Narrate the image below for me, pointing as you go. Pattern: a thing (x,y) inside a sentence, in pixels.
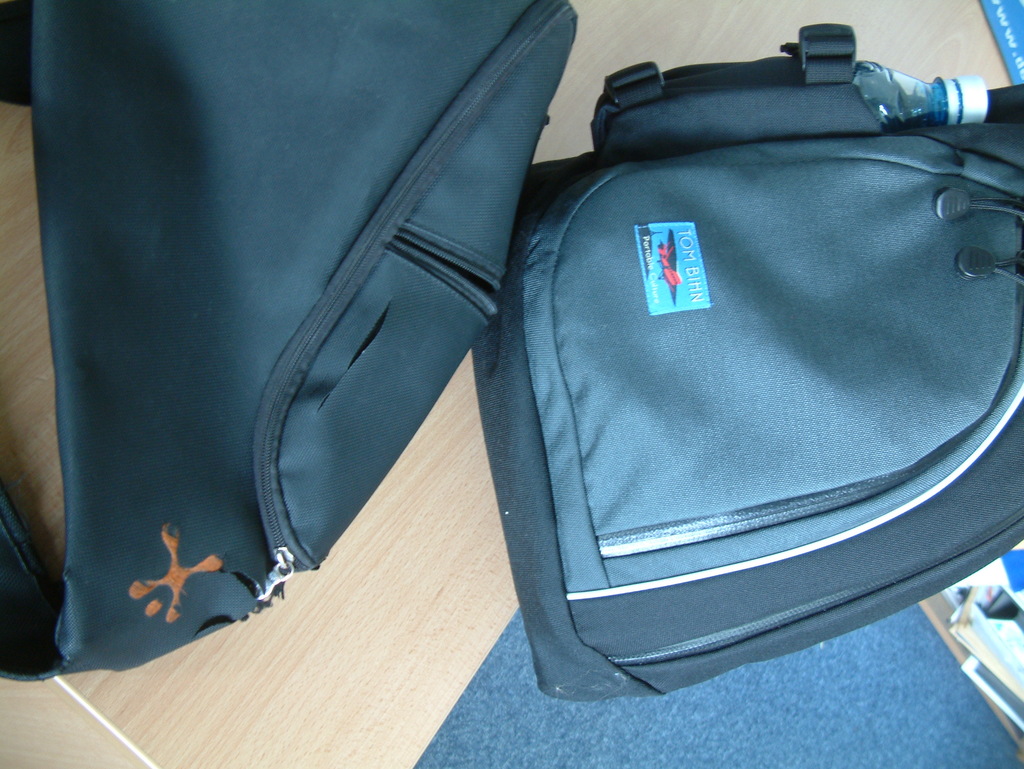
This is a picture of two bags (543,387) which are black and grey in color.
